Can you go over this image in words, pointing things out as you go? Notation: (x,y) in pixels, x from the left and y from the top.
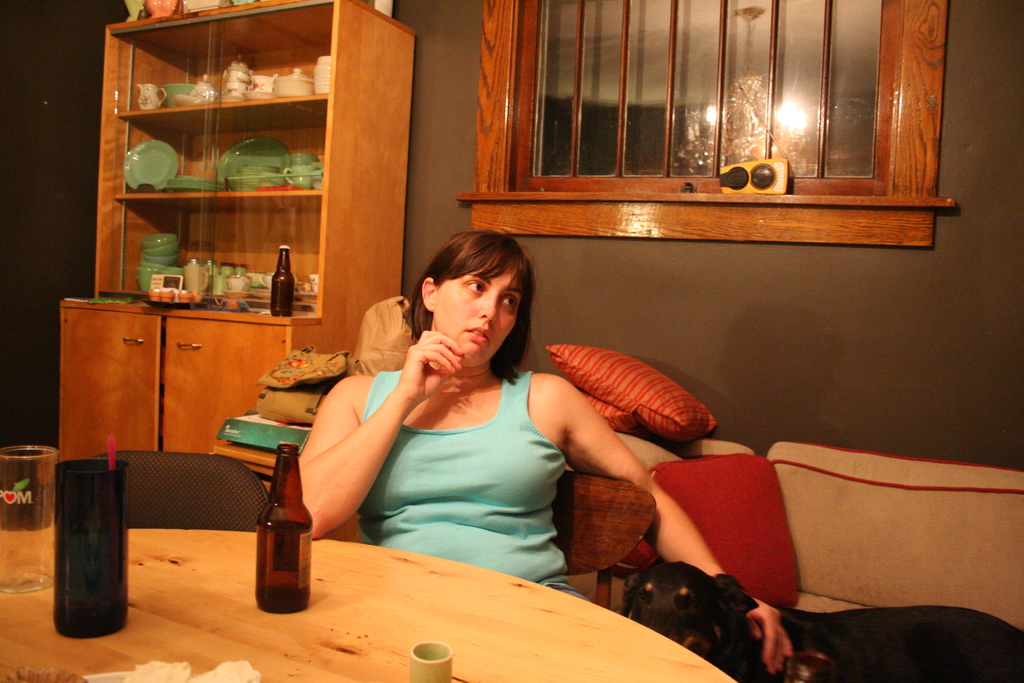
In this picture we can see woman (460,418) sitting on chair (565,473) and in front of her there is table (390,575) and on table (204,653) we can see glass (39,549), bottle (278,496), straw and in the background (306,195) we can see cupboard (207,107) with dishes (248,91), plates (145,161) in it, bag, pillow (649,376), window (607,129).
